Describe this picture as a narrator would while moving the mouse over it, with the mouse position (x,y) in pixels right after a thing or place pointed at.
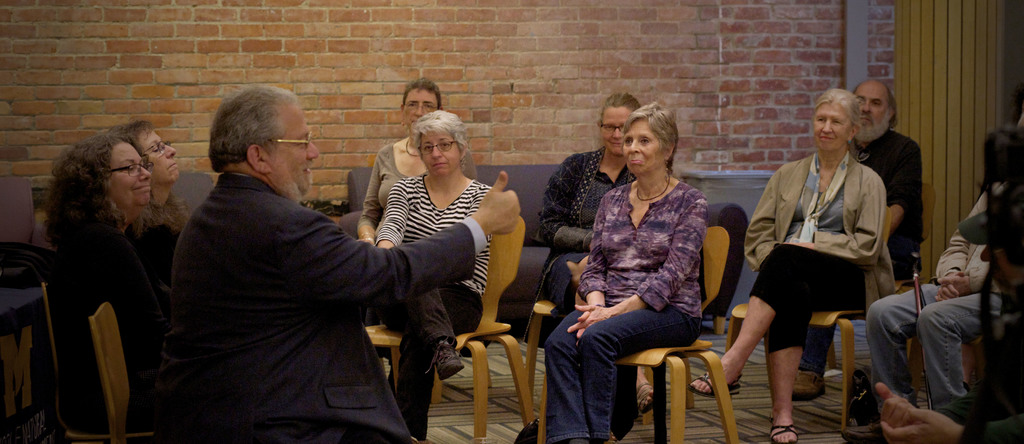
In this image I see a group of people (1000,426) sitting on the chair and in the background (526,179) I see a couch (531,191) and the wall (282,76).
